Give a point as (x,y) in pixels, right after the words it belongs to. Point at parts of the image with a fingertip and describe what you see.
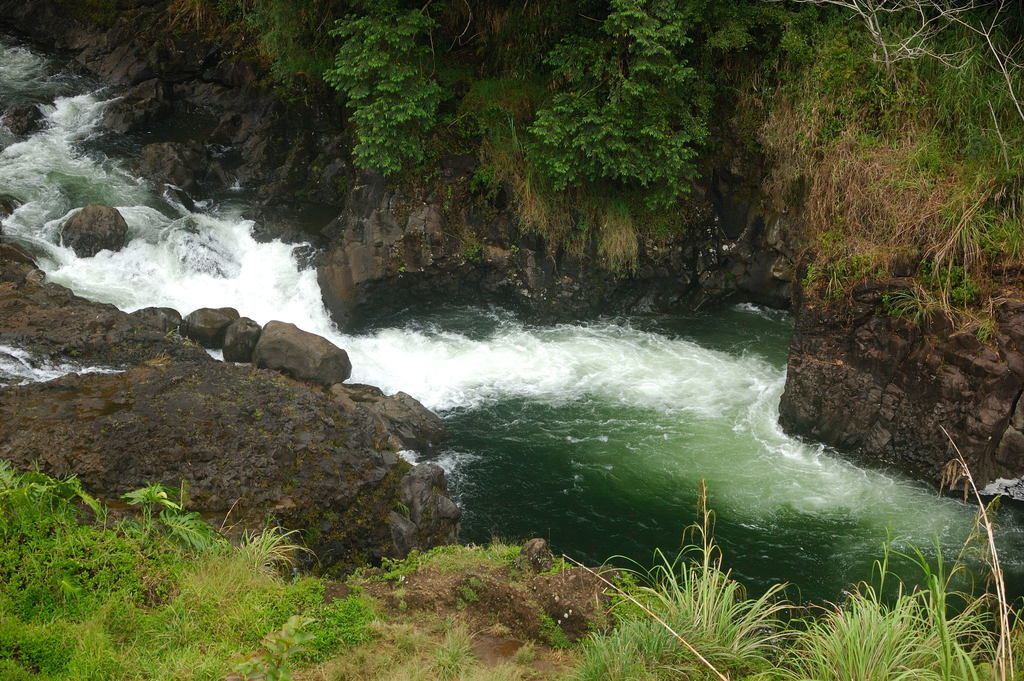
In this image I can see the water (419,397). On both sides of the water (406,373) I can see the grass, rocks (342,323) and the plants (581,147).
